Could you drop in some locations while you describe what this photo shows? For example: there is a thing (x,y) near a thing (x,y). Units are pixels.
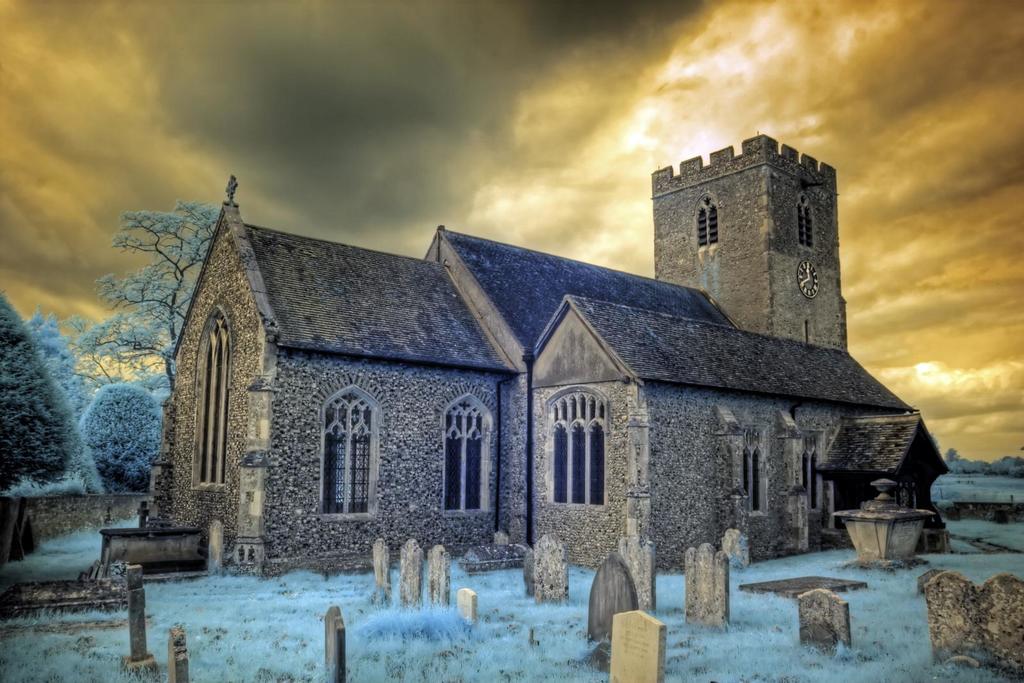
In this image we can see there is a painting (490,380) of a building (485,450) which is at the center of the image (430,441), in front of the building (287,505) there is a graveyard (617,580), beside the building (226,381) there are trees (157,283). In the background (629,84) there is a sky (813,70).
